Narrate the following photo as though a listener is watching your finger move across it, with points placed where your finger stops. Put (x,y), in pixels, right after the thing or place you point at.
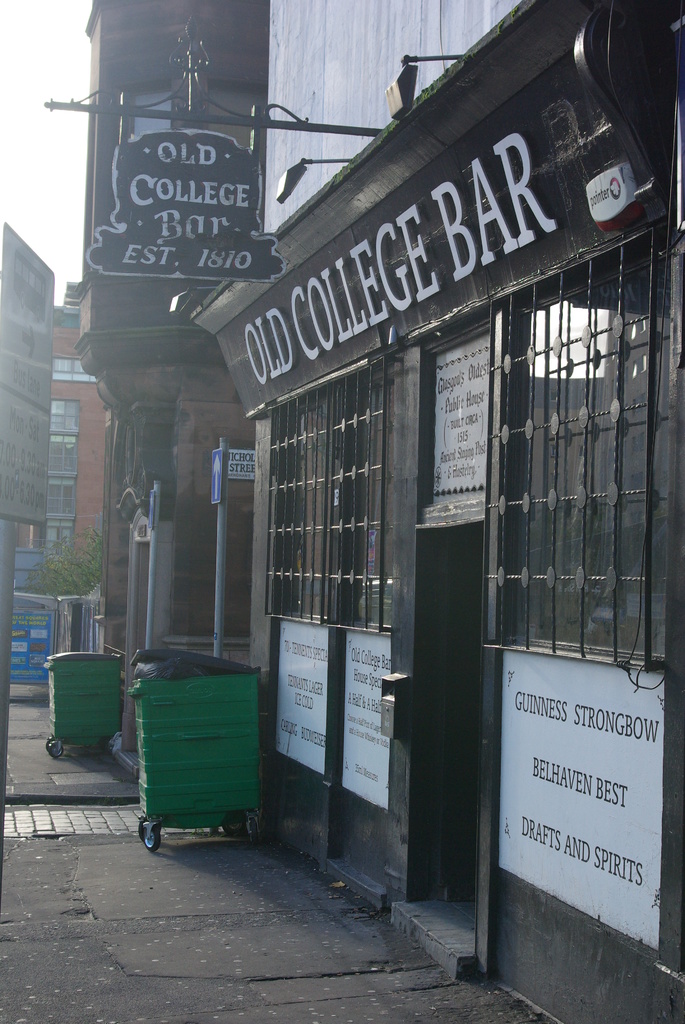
In this image, we can see a bar (444,79). There are trash bins (166,717) in the bottom left of the image (91,718). There is a building (61,461) on the left side of the image (59,476). There is a board (169,195) in the top left of the image (131,168).
